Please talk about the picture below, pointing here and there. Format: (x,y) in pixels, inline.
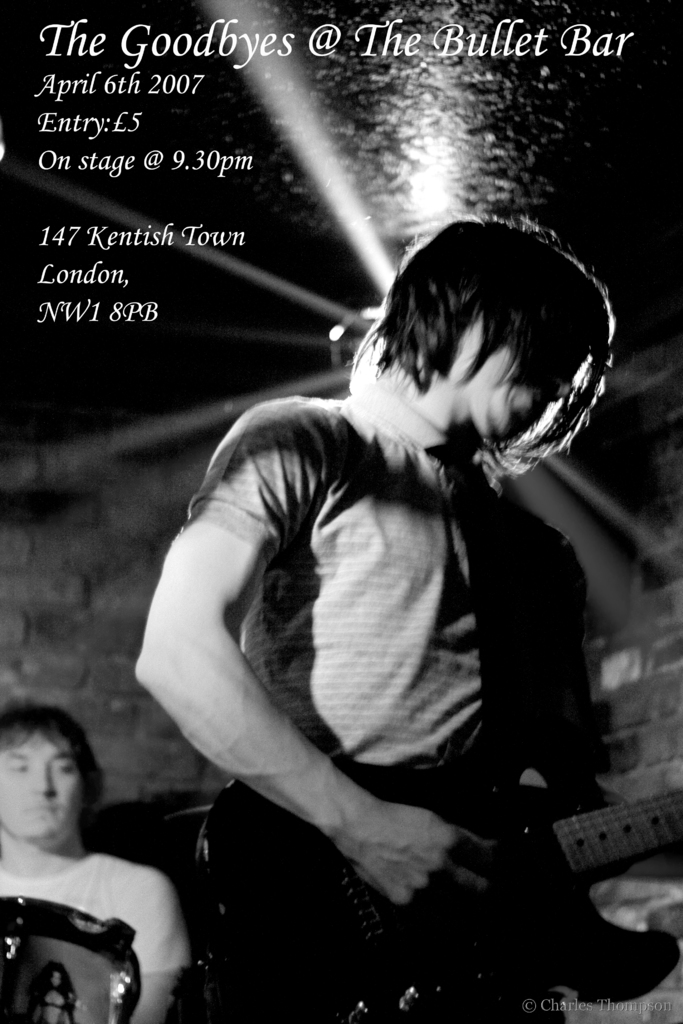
In this picture we can see man (401,626) holding guitar (301,906) in his hand (391,804) and playing it and at back of him other man (74,806) looking at him and in background (184,472) we can see wall (62,573), light (334,341) and it is dark and this is a poster (294,206).
